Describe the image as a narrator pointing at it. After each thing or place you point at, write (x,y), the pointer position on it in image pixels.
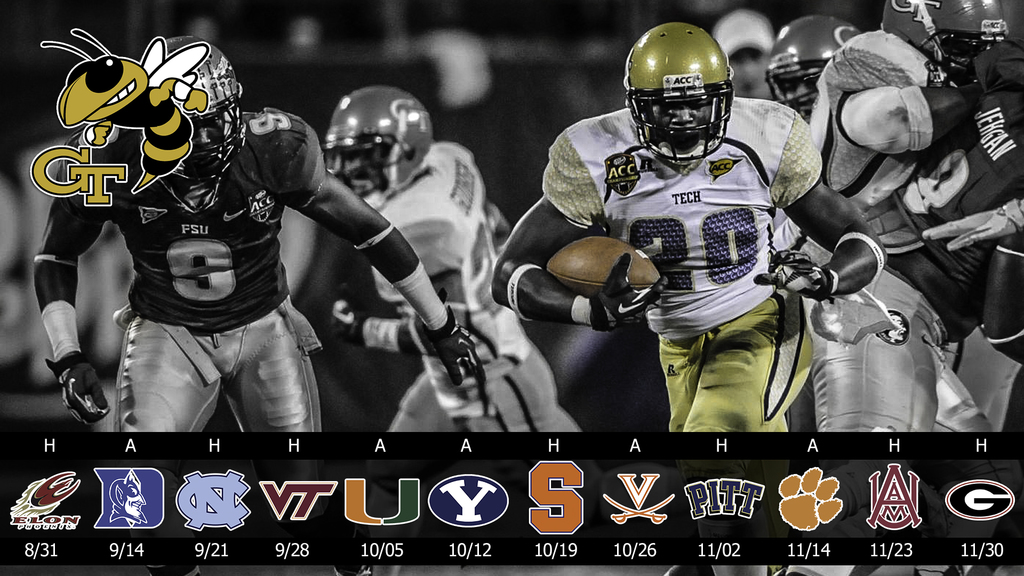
In this picture we can see men (155,213) wearing helmets (398,146) and it seems like they are playing a football game. This is a football (564,280). At the bottom portion of the picture (356,468) we can see team logos (988,512) and dates (43,545).
